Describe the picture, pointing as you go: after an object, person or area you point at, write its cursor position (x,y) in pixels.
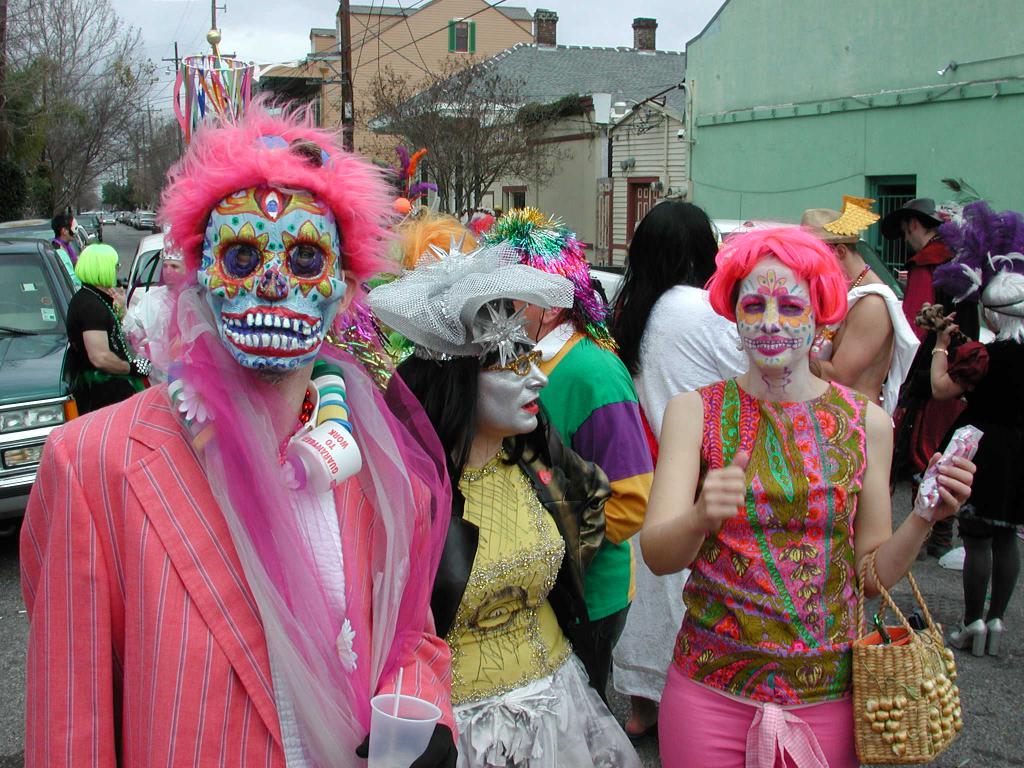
In the picture we can see three people (735,686) are in different costumes (74,725) and standing on the road (900,509) and behind them we can also see some people (92,260) are standing and talking with each other and beside them we can see some vehicles (108,215) on the road (912,602) and we can also see some houses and plants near it and in the background (63,132) we can see some trees (74,116) and sky (227,26).
